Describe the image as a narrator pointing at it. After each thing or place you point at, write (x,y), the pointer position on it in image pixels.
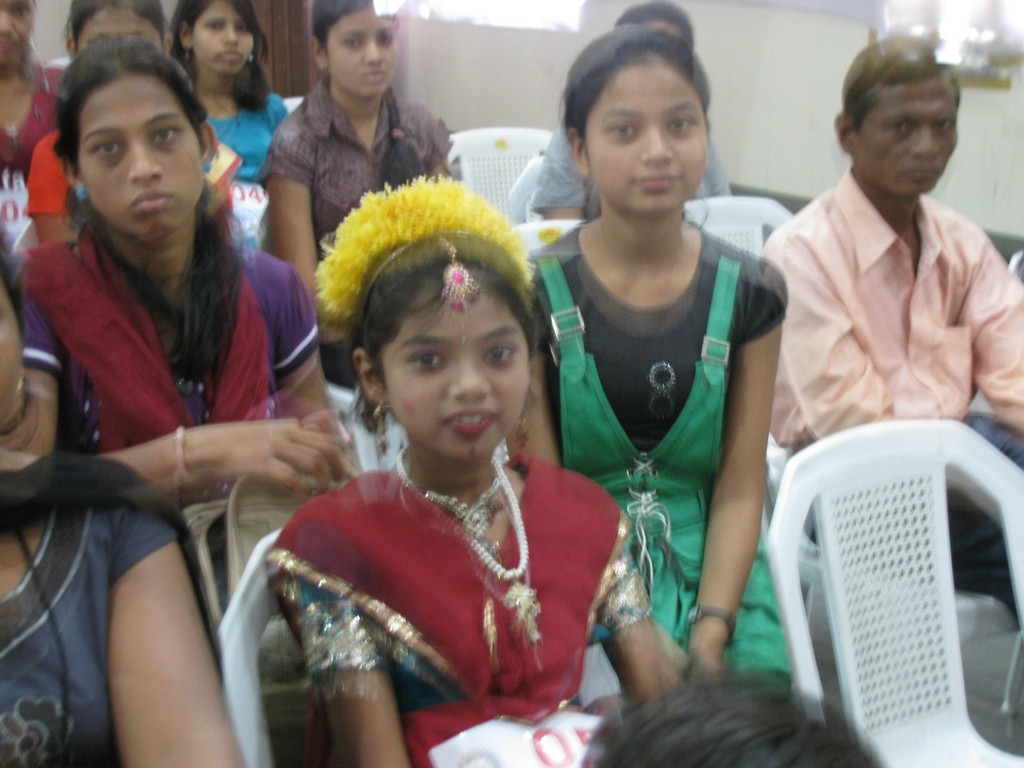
In this image I can see there are few children (422,646) sitting on chairs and I can see a person (874,294) sitting on the chair (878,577) on the right side (946,281) I can see the wall (730,17) at the top (617,14).
